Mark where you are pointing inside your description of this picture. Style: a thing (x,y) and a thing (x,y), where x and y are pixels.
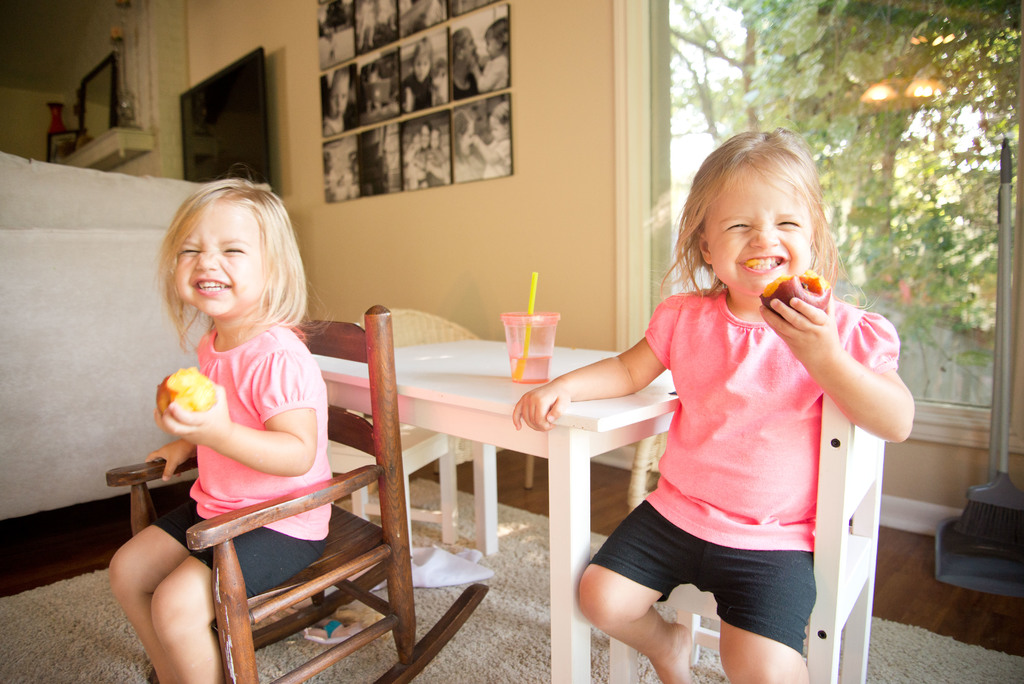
In this picture there are two girls (687,505) sitting in the chairs (354,570). Behind them there is a table (504,358) on which a cup (539,352) was placed. Both of them was smiling and eating a fruit (194,400). In the background (509,162) there are some photo frames (378,161) attached to the wall (434,219). Through the window (894,174) we can observe some trees (853,110) here.
